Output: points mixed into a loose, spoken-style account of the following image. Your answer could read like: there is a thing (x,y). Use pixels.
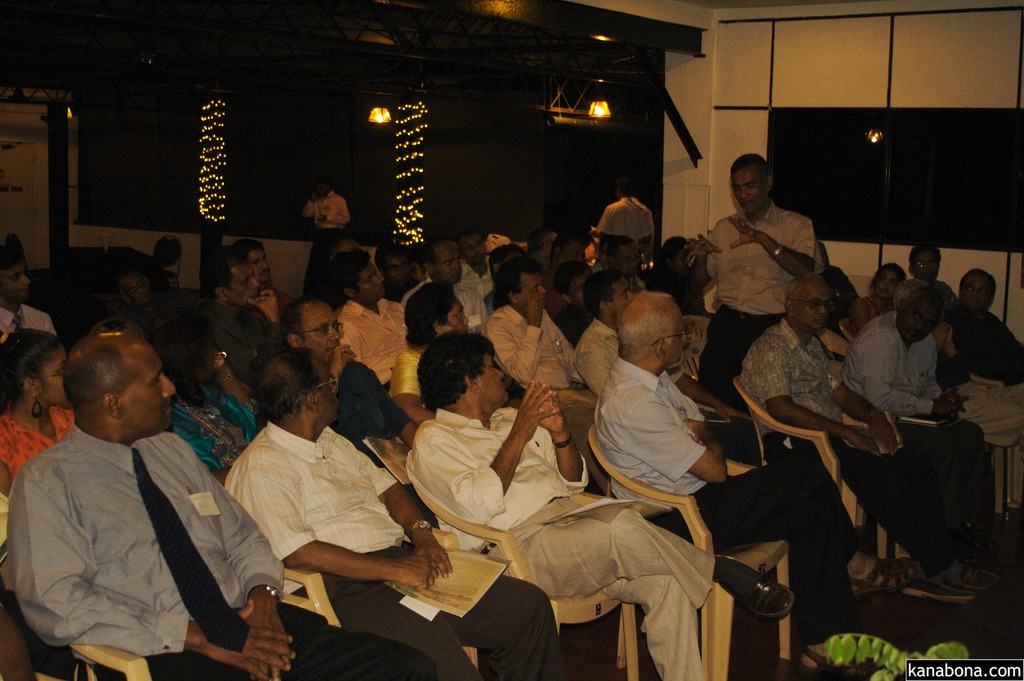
There are group of people (346,316) sitting on chairs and few people (643,232) standing. In the background (743,138) we can see wall (716,92) and lights (603,105). In the bottom right side of the image (912,677) we can see leaves (903,651) and text (907,664).
